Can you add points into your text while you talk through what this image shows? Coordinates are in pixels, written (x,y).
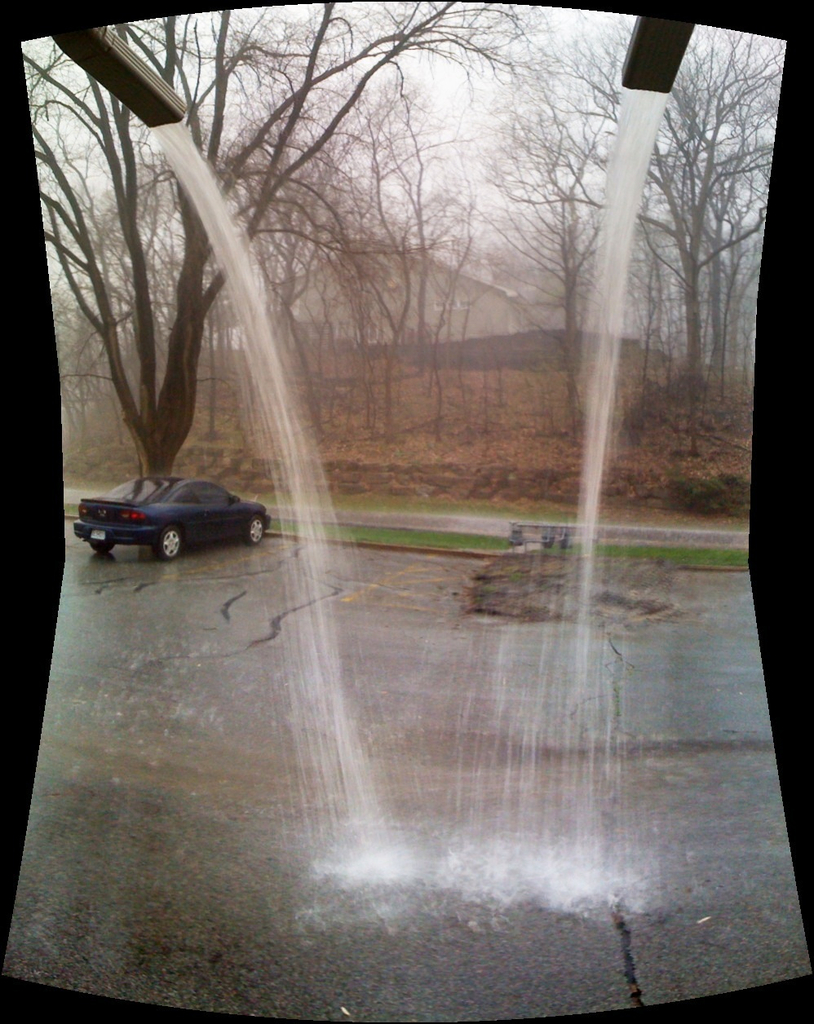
In this picture we can see a blue color car (211,532) here, there are some trees (458,264) in the background (485,260), we can see grass (464,539) here, there is water (453,883) here, there is sky (386,74) at the top of the picture (386,74).
